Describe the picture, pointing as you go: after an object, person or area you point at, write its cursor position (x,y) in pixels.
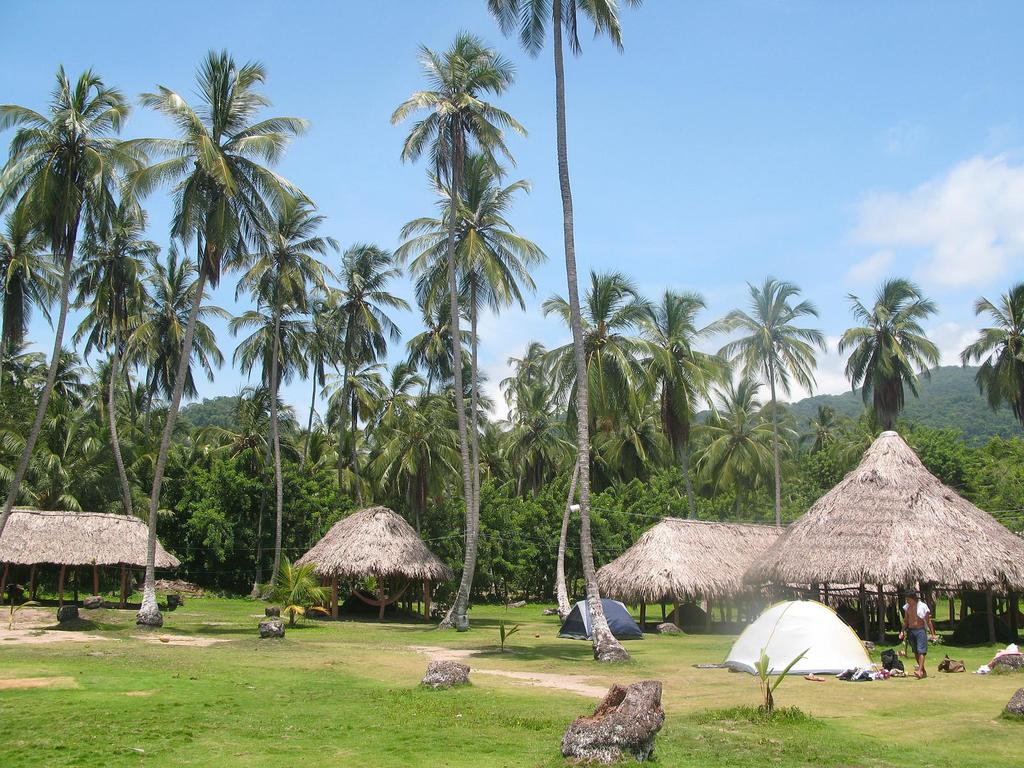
In this image we can see a group of huts (129,565), trees (459,583). To the right side of the image (785,617) we can see a person (914,621) standing and two tents (828,646) placed on the ground (751,695). In the background (970,409), we can see mountains (920,390) and the cloudy sky (917,226).
